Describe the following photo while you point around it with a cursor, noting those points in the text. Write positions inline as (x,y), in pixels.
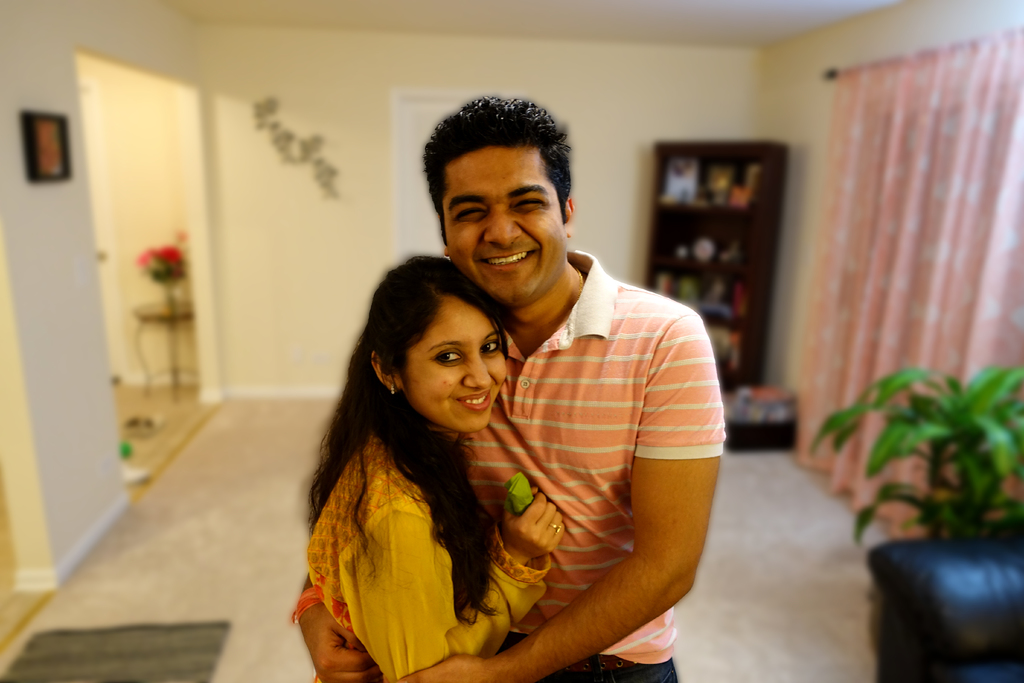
This picture consists of two persons (568,468) visible in the foreground (596,382) and they are smiling and background (662,104) I can see the wall (294,149), in front of the wall (782,292) there is a cupboard (693,296), on the right side (858,209) there is a curtain (942,252) and plant (967,481) and sofa chair (974,556), on left side (177,296) there is a table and flower vase (177,256) and photo frame (25,148) attached to the wall (31,276) and a carpet (88,639) visible at the bottom (109,662).
